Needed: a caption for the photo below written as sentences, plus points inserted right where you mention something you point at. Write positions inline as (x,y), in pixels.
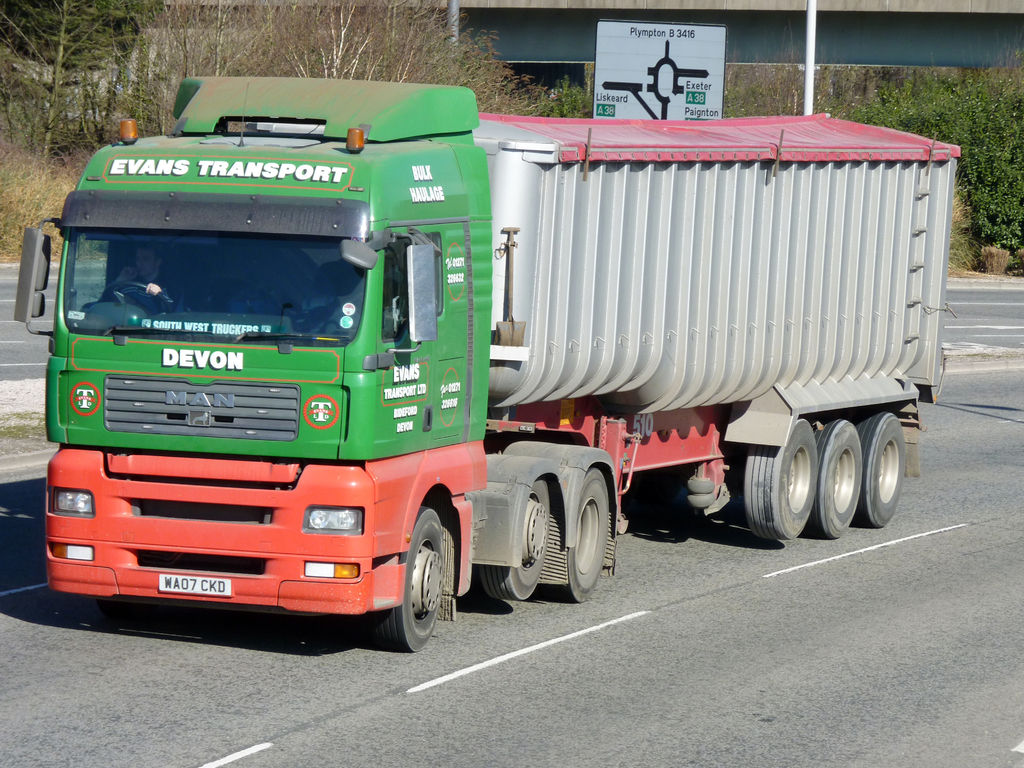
In the foreground of the picture (820,271) I can see the container truck (615,234) on the road (810,554). In the background (948,131), I can see the flyover (970,26) and trees (381,62). There is a sign board pole (701,79) at the top of the image (691,64).
